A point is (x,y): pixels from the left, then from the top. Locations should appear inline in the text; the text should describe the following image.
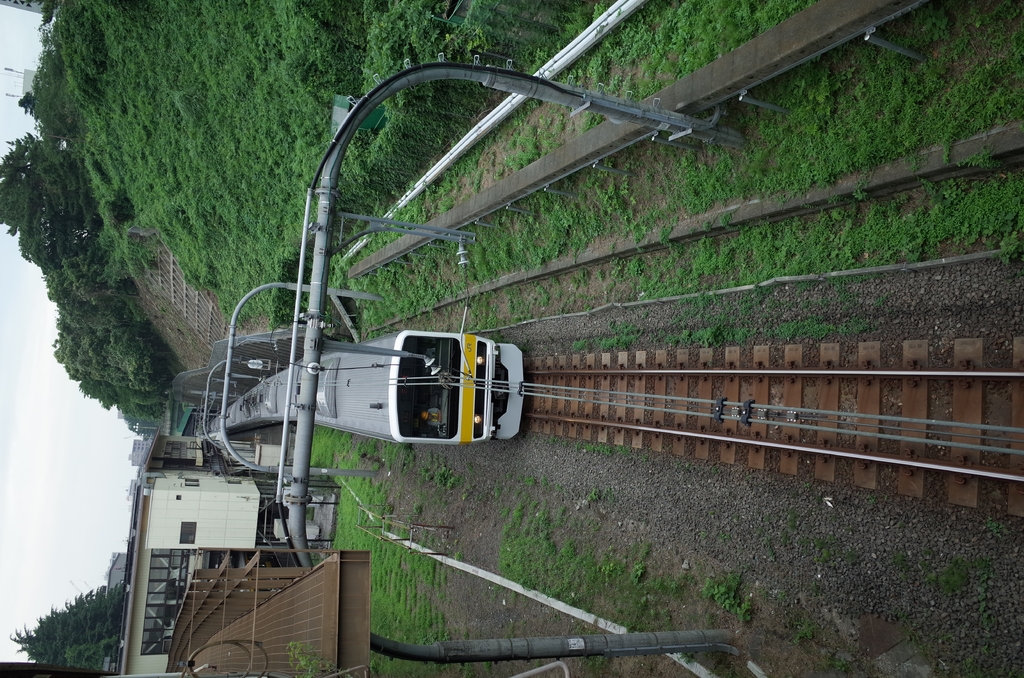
In this picture I can see there is a train (509,403) moving on the track (536,376) and there is grass (513,554) on the floor (452,559) and there are electric poles (702,121), trees (59,86) and buildings (130,637) on top and bottom of the image (92,607) and the sky (67,497) is clear.
